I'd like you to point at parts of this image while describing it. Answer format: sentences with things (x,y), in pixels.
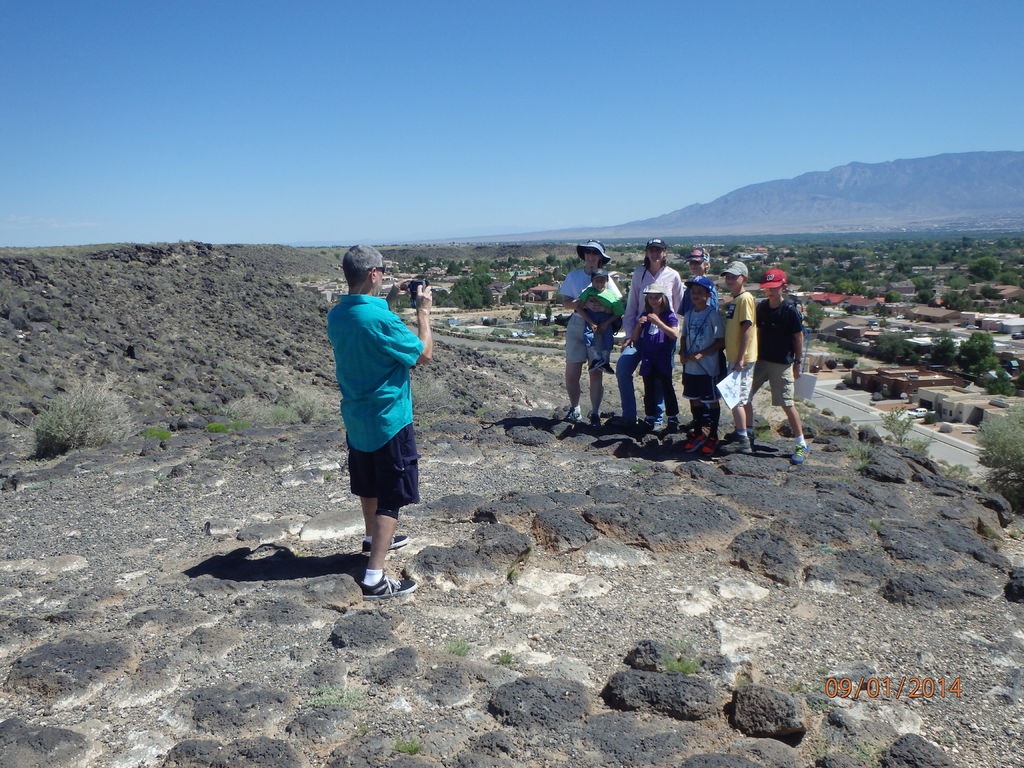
In this image I can see few people (662,245) are standing in the front (599,367) and I can see one of them is holding a camera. I can also see few children (786,391) are holding white colour things (732,399) and on the both sides of them I can see plants (1004,441). In the background (882,240) I can see number of buildings (924,270), number of trees (796,280), the mountain (955,184) and the sky (648,122). In the front (611,420) I can see few shadows (601,440) on the ground (715,623) and on the bottom right side of this image (854,683) I can see a watermark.
